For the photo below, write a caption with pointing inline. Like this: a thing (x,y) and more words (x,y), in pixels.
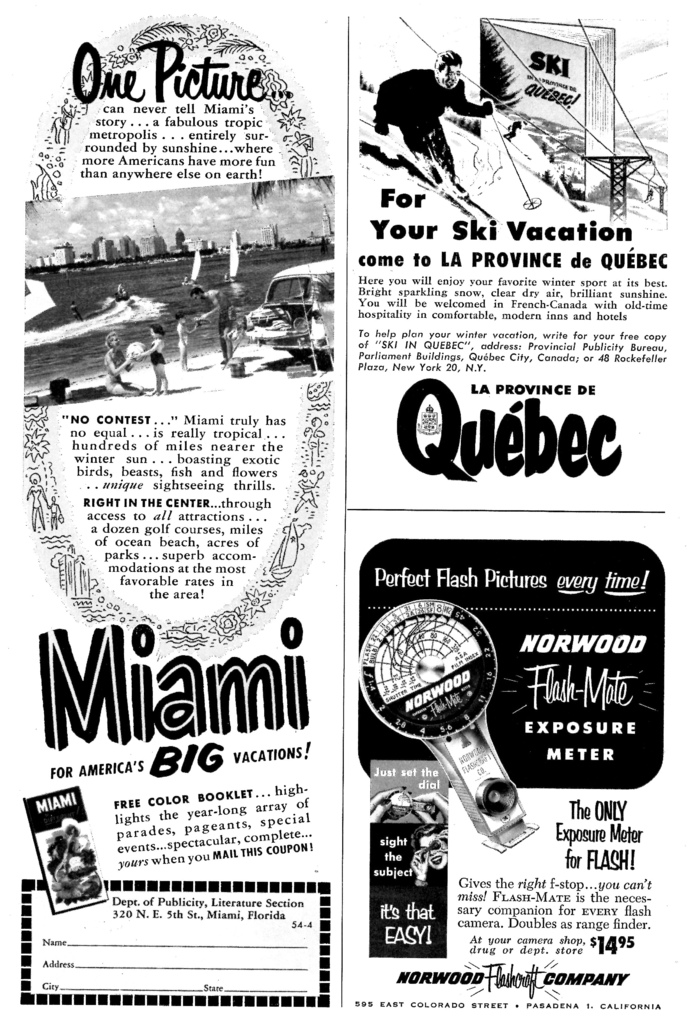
This is an edited image in which there is some text (264,488) and there are images of the persons (155,334).
